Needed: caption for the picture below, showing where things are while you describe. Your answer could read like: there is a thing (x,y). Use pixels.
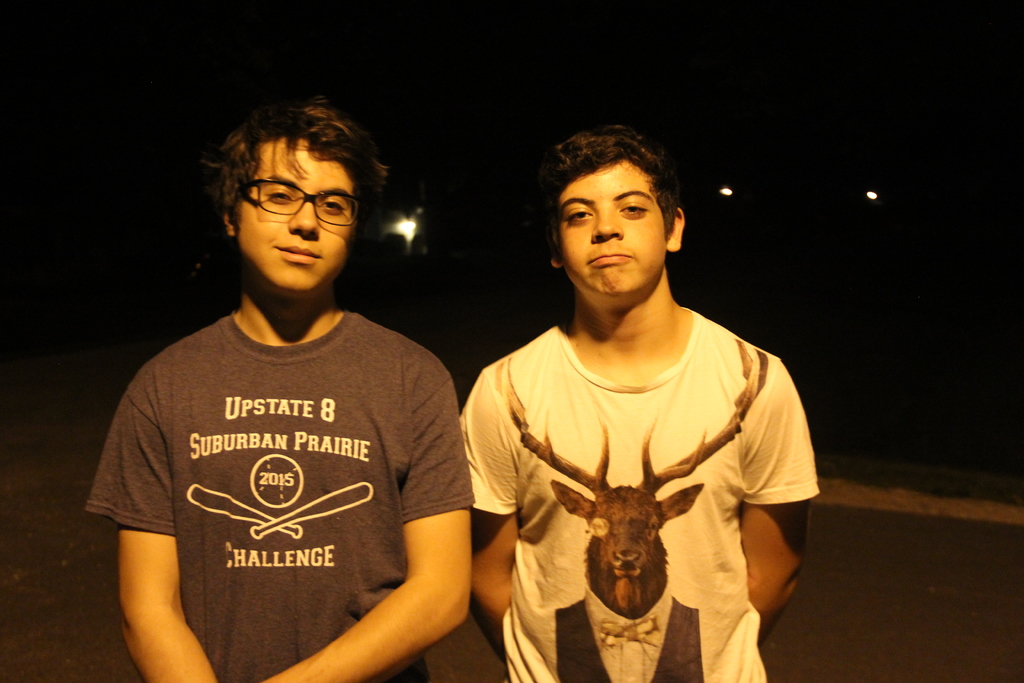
There are two men (325,507) standing. They wore T-shirts (392,543). I think these are the lights (398,223). The background (747,195) looks dark.
